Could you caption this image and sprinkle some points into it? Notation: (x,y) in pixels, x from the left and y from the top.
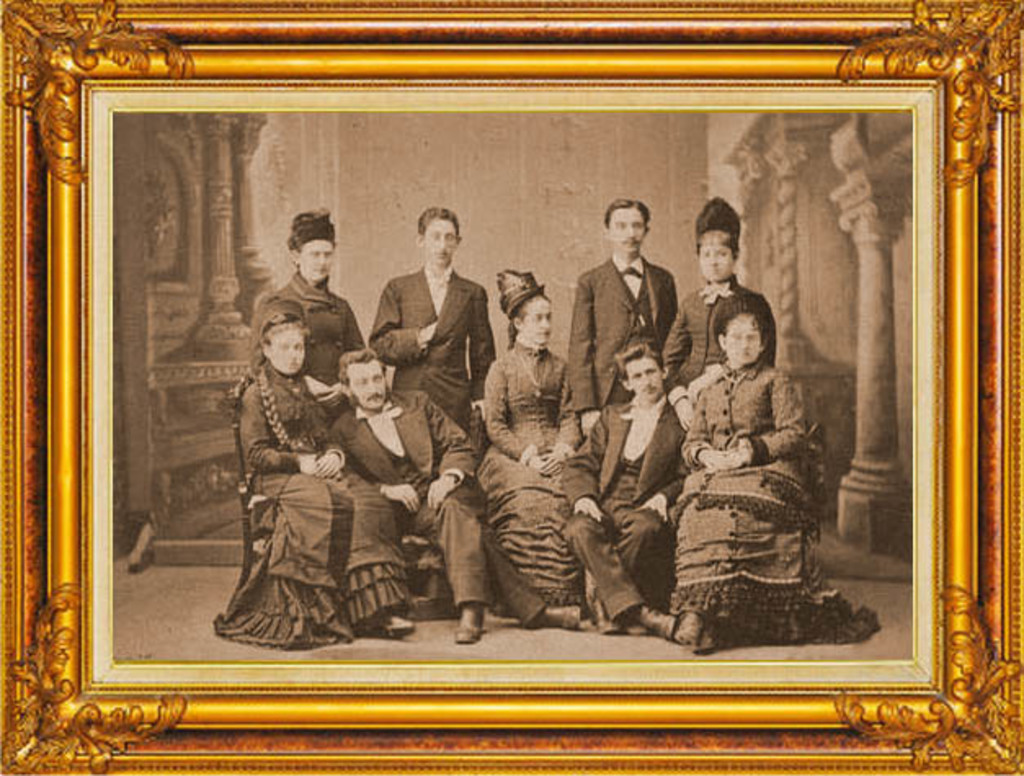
In this image there is a frame (36,72) of a few people (567,432).
